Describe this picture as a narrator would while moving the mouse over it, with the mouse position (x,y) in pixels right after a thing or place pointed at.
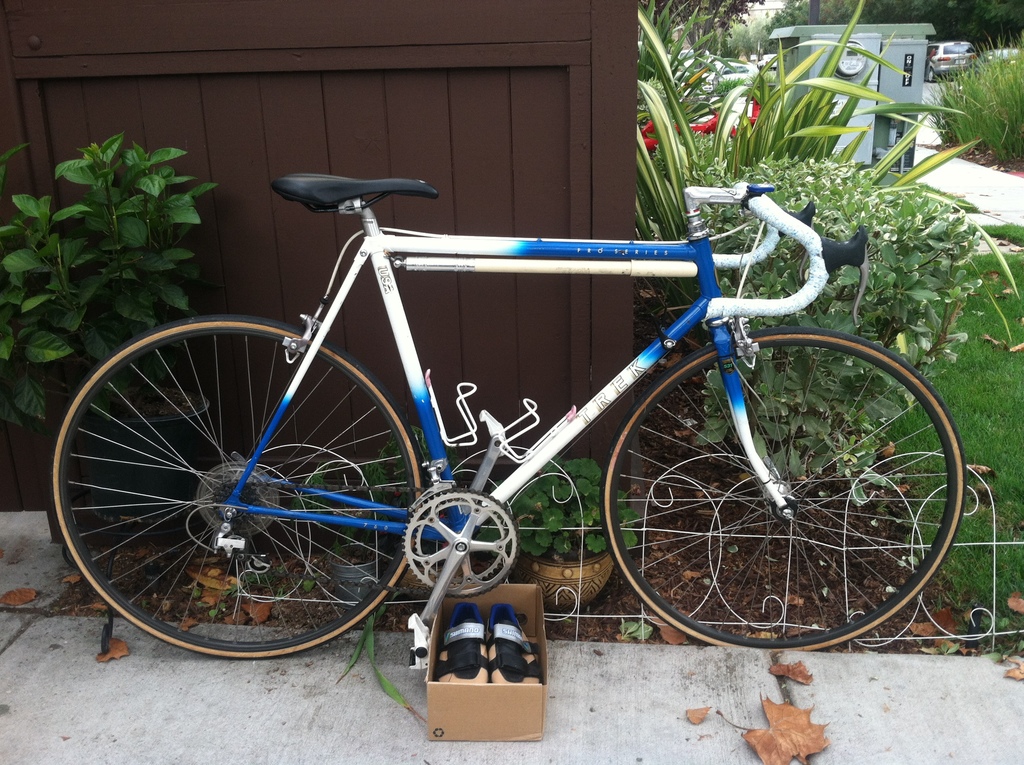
In this picture we can see a bicycle (759,256), house plants (574,473), box (505,594) with footwear (481,634) in it, dried leaves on the ground (730,478) and in the background (933,298) we can see the grass (1018,356), plants (786,137), vehicles (946,46), trees (742,52) and some objects (804,57).
